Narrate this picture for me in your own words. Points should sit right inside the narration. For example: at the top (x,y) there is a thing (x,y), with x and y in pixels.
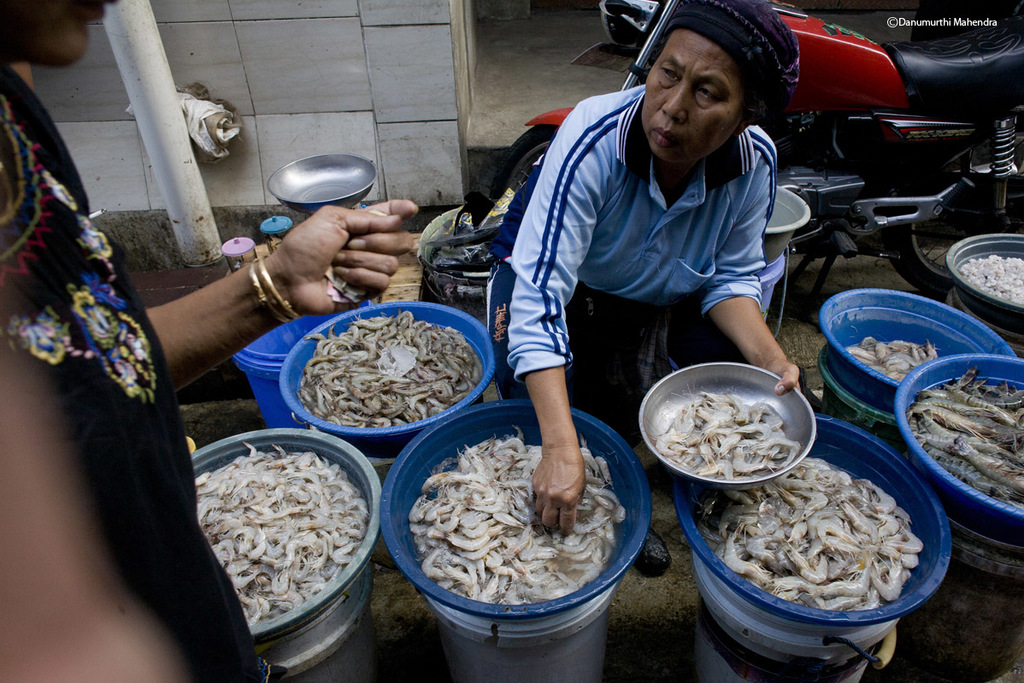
On the left side of the image (44,14) a person (157,433) is standing. In the middle of the image (559,331) a person (570,187) is sitting and holding a bowl (777,397) and there are some bowls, in the bowls (215,452) there are some prawns (431,360). Behind the person (633,174) there is a motorcycle (513,174) and wall (450,159).
